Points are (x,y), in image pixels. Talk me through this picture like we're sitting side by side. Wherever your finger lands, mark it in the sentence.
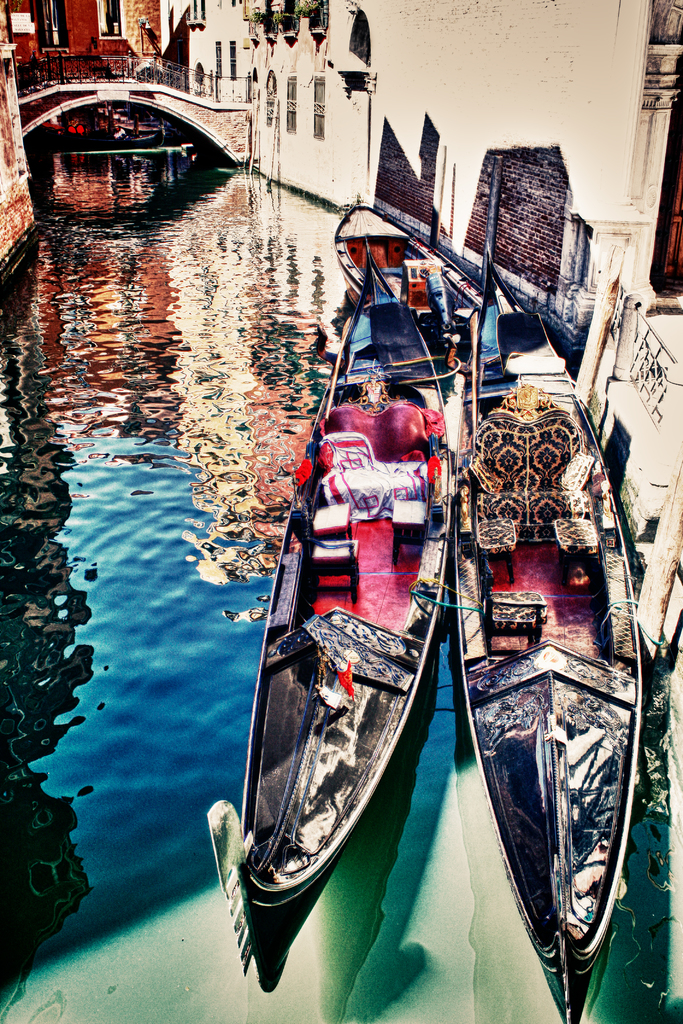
the image is looking like an edited image. In the foreground (379,345) there are boats (403,453) and a canal (201,303). At the top (366,43) there are buildings (603,92) and a bridge (152,98). On the right (574,142) it is wall (575,196).
